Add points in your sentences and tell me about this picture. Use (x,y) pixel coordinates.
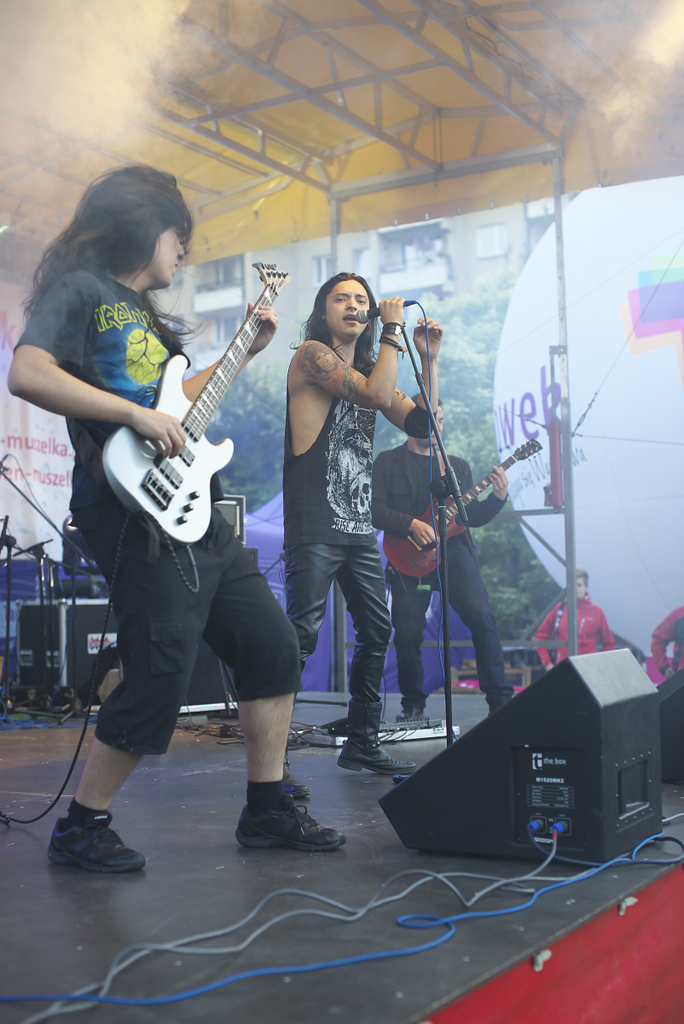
This is the picture taken on a stage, there are group of people (349,482) playing the music instrument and singing a song in front of these people (352,329) there is a microphone (374,308) with stand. Behind the people (327,514) there is a building (395,280).
